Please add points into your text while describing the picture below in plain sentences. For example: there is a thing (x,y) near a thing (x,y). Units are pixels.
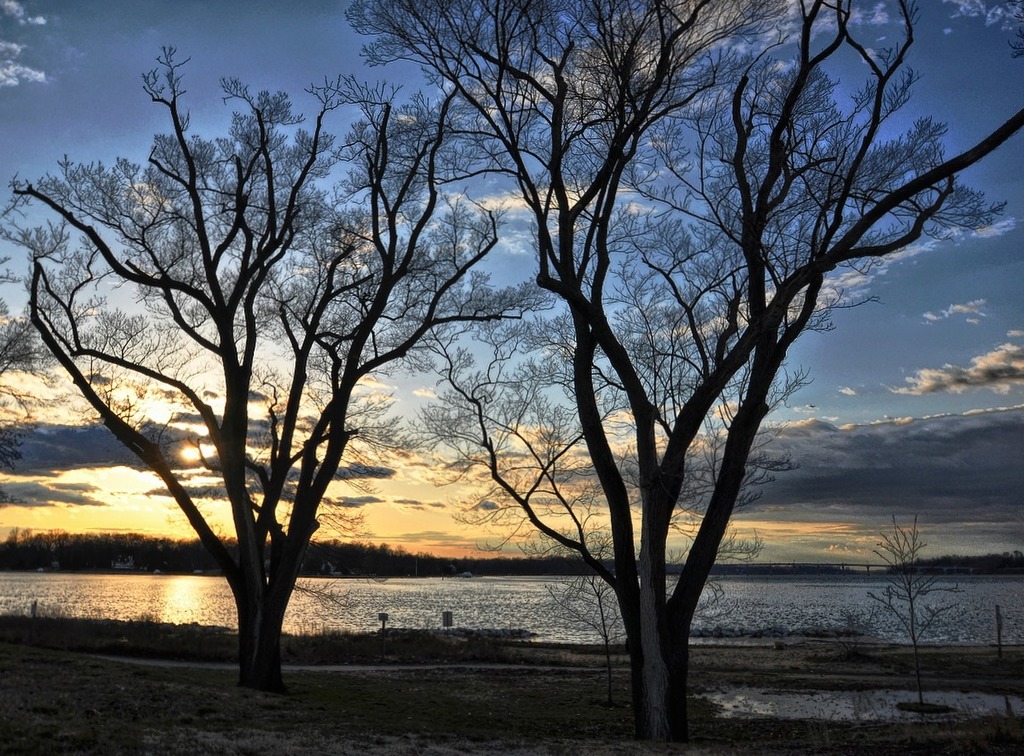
In this image I can see few trees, background (452,607) I can see the water (382,601) and the sky (302,275) is in blue and white color.
